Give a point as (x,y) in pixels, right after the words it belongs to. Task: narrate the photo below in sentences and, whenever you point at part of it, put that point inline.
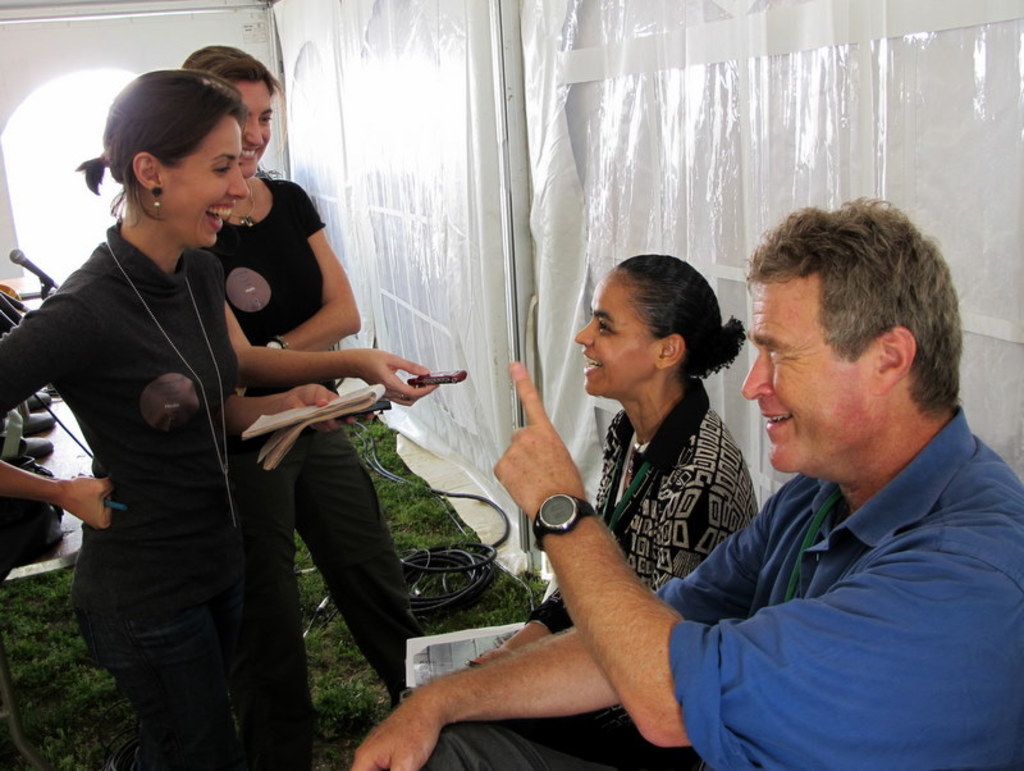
In this image, we can see persons (247,262) wearing clothes (272,276). There is a person (142,403) on the left side of the image (159,453) holding a notebook (281,425) with her hand (287,397). There is a grass (413,545) on the ground (46,620). There are curtains (394,303) in the middle of the image (452,306). There are wires (458,493) on the grass (414,530).
